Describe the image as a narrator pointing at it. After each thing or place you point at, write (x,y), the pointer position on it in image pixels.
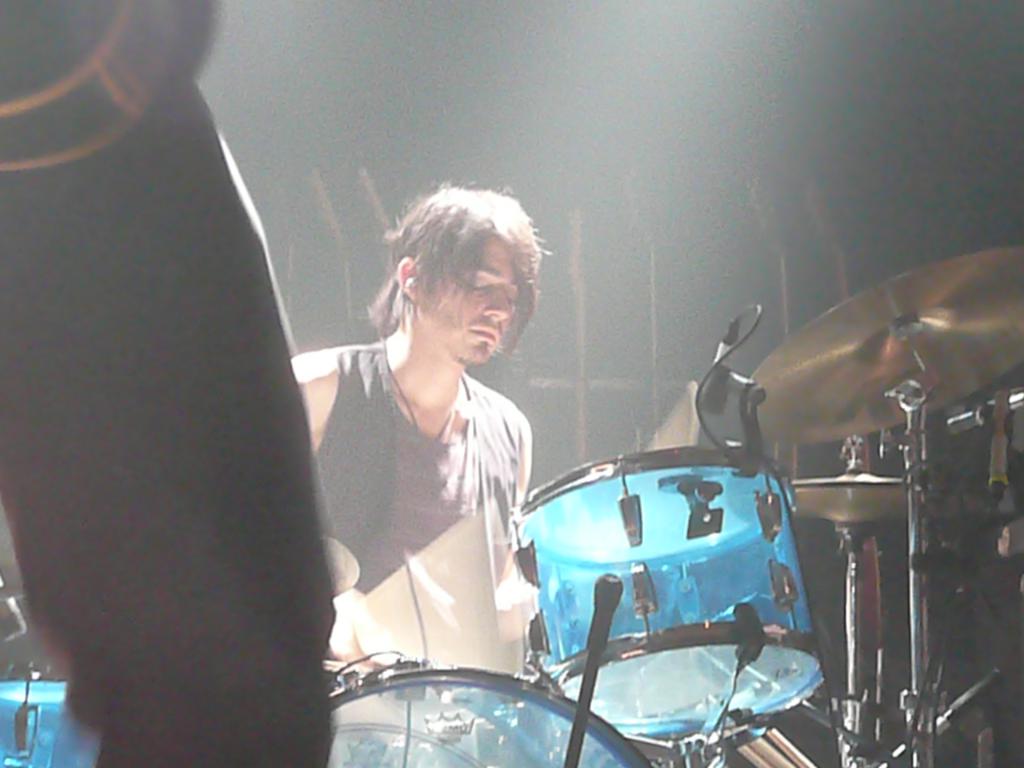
There is one person (429,538) playing drums (630,547) in the middle of this image (431,500) and there is one person's leg (161,416) on the left side of this image (148,418).
